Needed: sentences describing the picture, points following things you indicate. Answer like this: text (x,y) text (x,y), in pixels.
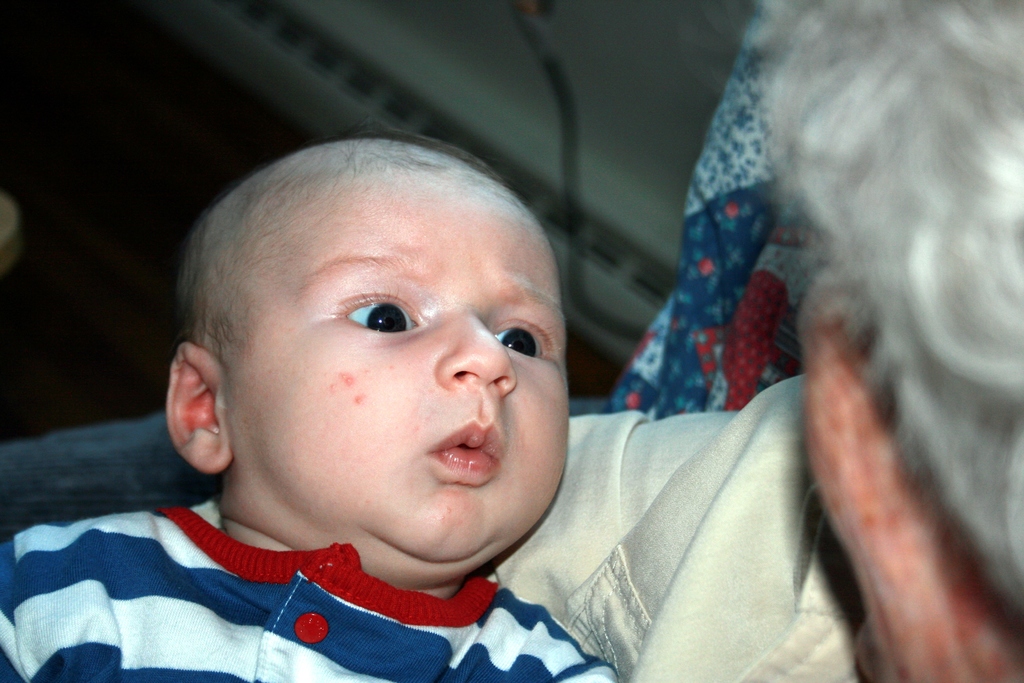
In this picture we can see a person (760,504), baby (440,382), cloth (733,305) and some objects (11,218) and in the background (122,112) it is dark.
